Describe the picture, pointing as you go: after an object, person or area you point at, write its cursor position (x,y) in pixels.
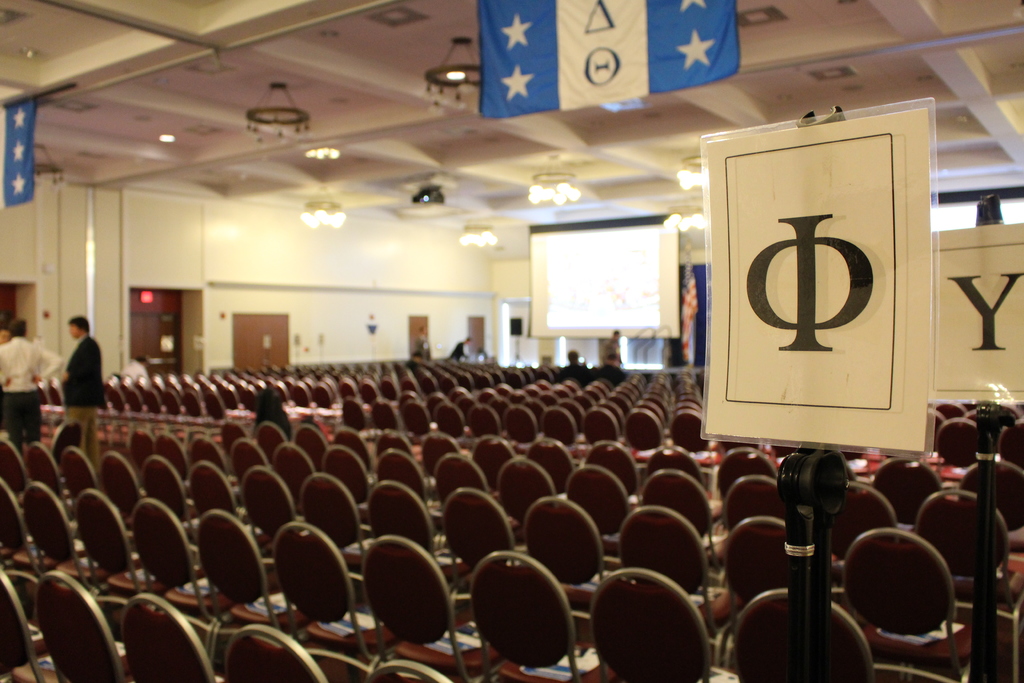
I think this picture was taken inside the auditorium (418,387). These are the empty chairs (389,608). This looks like a paper (858,289), which is attached to the stand (983,416). These are the lights (332,212) and the flags (531,57) hanging to the roof (559,169). There are two people (75,377) standing. I think these are the doors (143,336). This looks like a projector (431,192). Here is the screen (604,267), hanging to the roof (597,208).
